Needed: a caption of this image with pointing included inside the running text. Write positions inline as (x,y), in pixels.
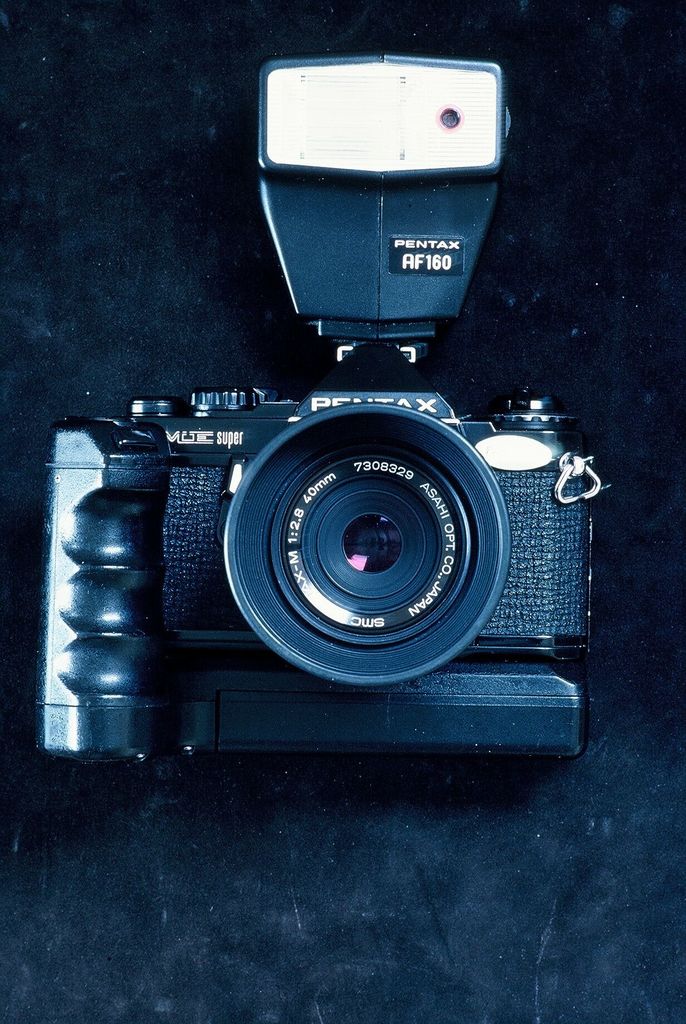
In the center of the image (325,466) a camera (321,460) is there.
